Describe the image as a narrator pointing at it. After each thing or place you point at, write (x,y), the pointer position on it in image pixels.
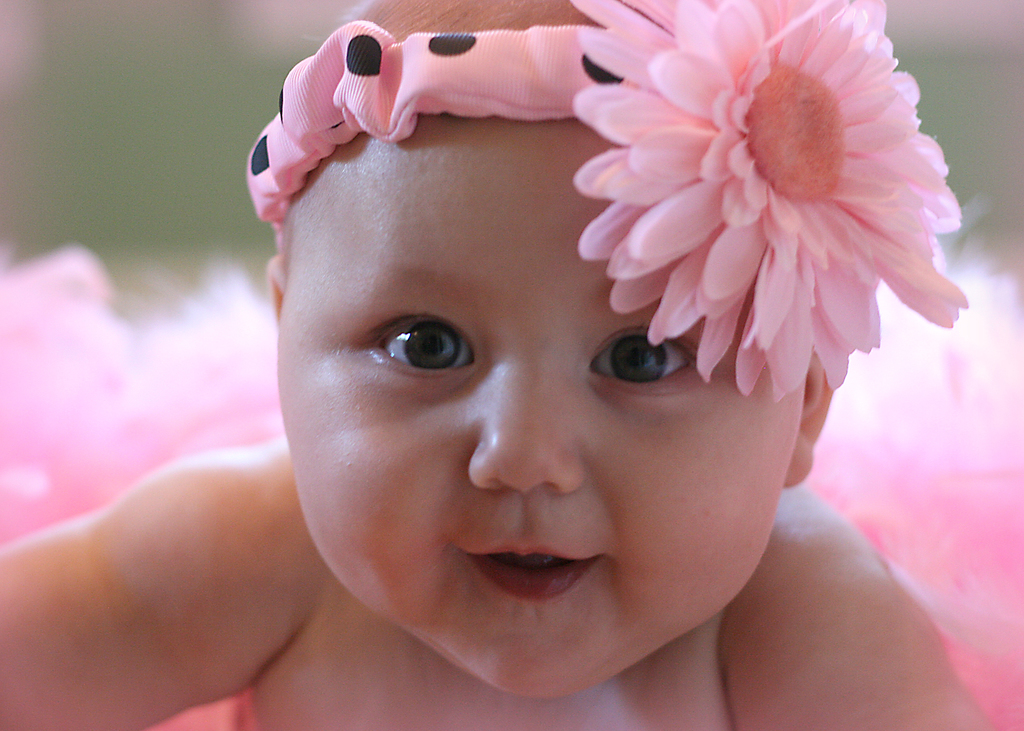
In this image, I can see a baby (734,627) smiling. This baby (496,574) wore a headband (541,98) with a flower (736,240), which is pink in color. The background (116,46) looks blurry.
